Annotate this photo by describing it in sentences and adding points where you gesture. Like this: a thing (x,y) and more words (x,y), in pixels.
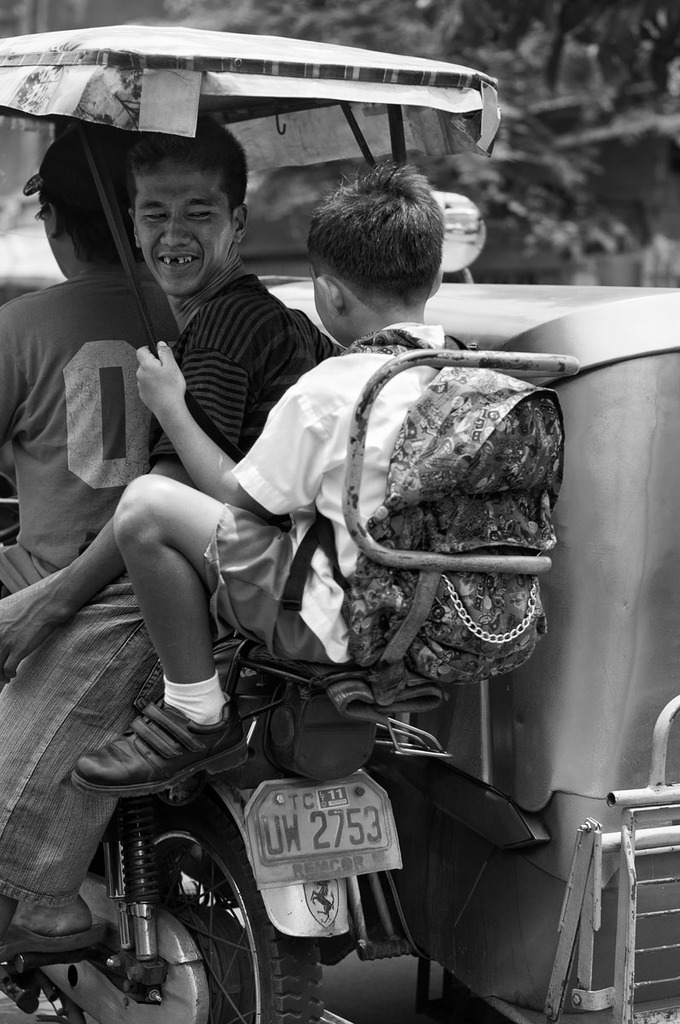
These three persons (285,343) are sitting on the vehicle (607,428) and this person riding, this person (255,464) holding umbrella (357,139) and wear bag (493,379). On the background (476,49) we can see trees (488,49).
